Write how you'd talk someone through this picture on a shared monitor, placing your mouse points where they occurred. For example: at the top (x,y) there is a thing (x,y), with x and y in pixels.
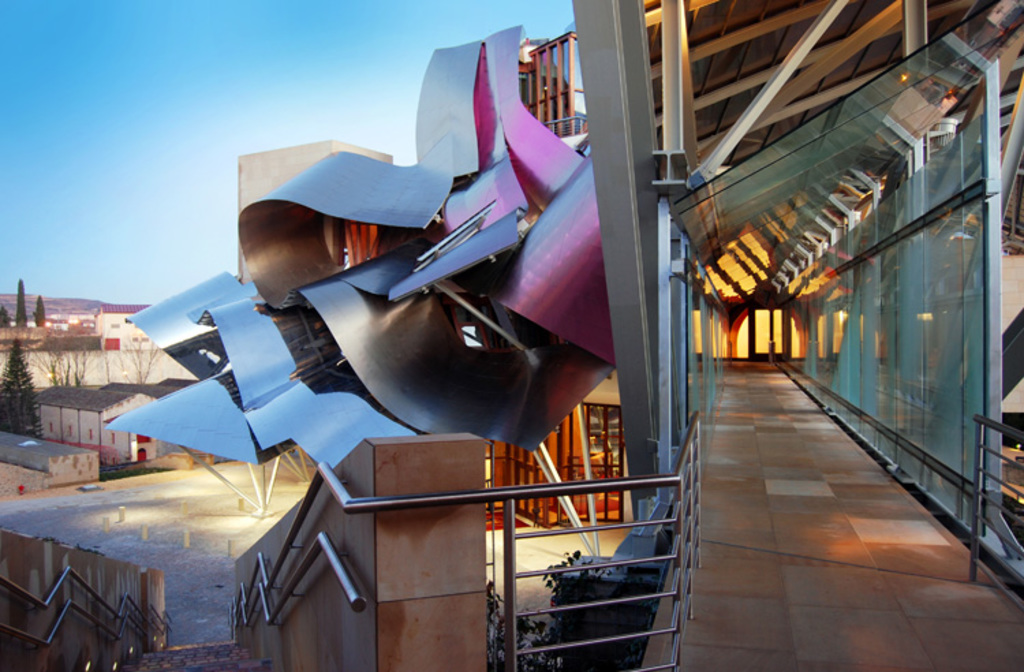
In this image I can see buildings (435,373), framed glass wall (830,308), stairs (217,671), trees (521,626) and other objects (519,497) on the ground (237,469). In the background (181,147) I can see the sky (181,147).
